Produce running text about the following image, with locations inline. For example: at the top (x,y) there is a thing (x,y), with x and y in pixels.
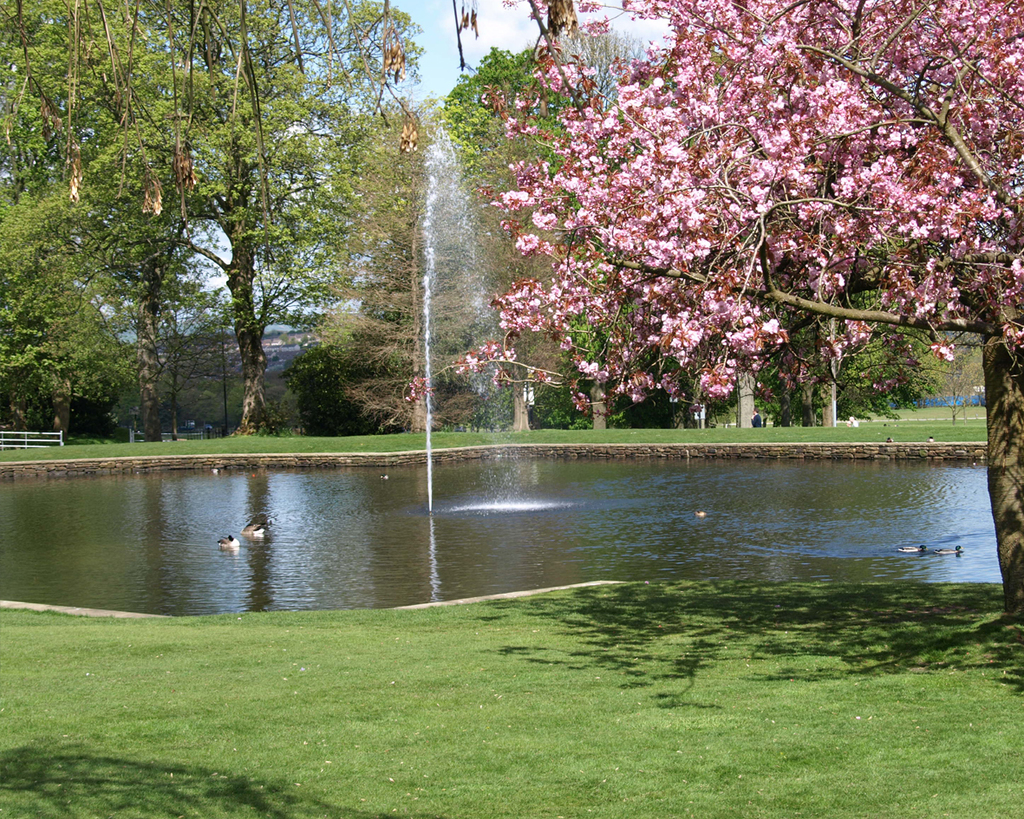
In the middle of this image (519,526) there is a pond (371,567) and I can see few birds (246,529) on the water (261,566). Around the pond (417,467), I can see the grass (504,735). In the background (59,271) there are some trees (452,339). At the top (431,43), I can see the sky (445,21).
